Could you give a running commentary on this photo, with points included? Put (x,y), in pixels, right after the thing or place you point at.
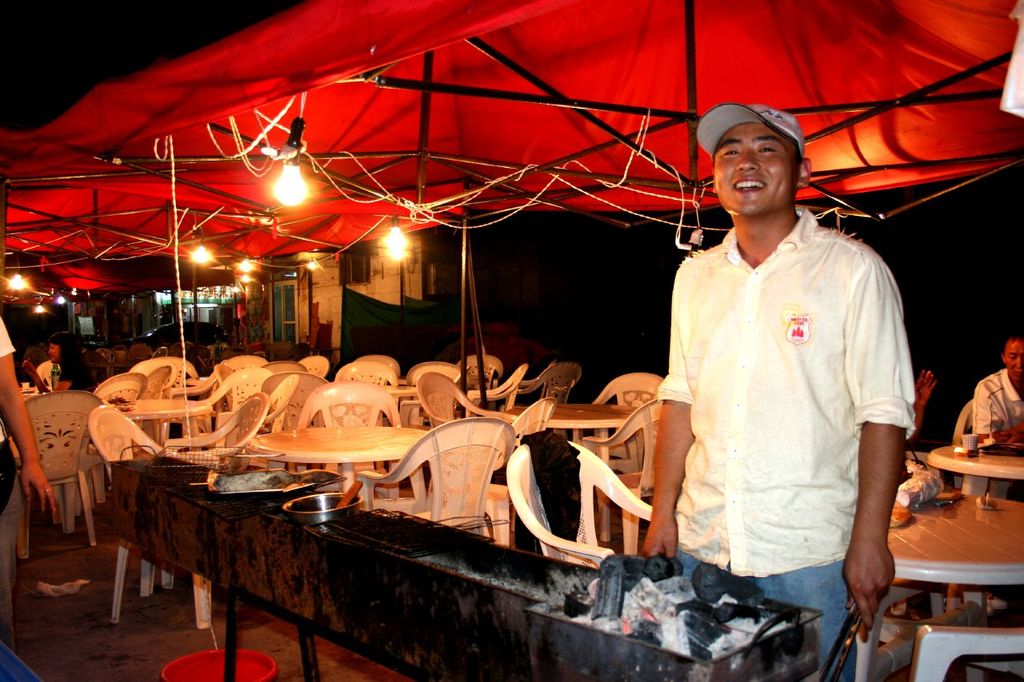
In this image, we can see a person (721,461) is standing and smiling. He wore a cap (732,126) and holding some objects (854,621). At the bottom (617,648), we can see barbecue (483,623), bowl (310,515) some objects (236,483), grill (188,470) and red color object (251,668) here. Background (950,522) we can see so many chairs (23,500), tables (917,569), few people (52,491), poles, house (120,337), door (289,326), window (362,270), lights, tent (346,211).
